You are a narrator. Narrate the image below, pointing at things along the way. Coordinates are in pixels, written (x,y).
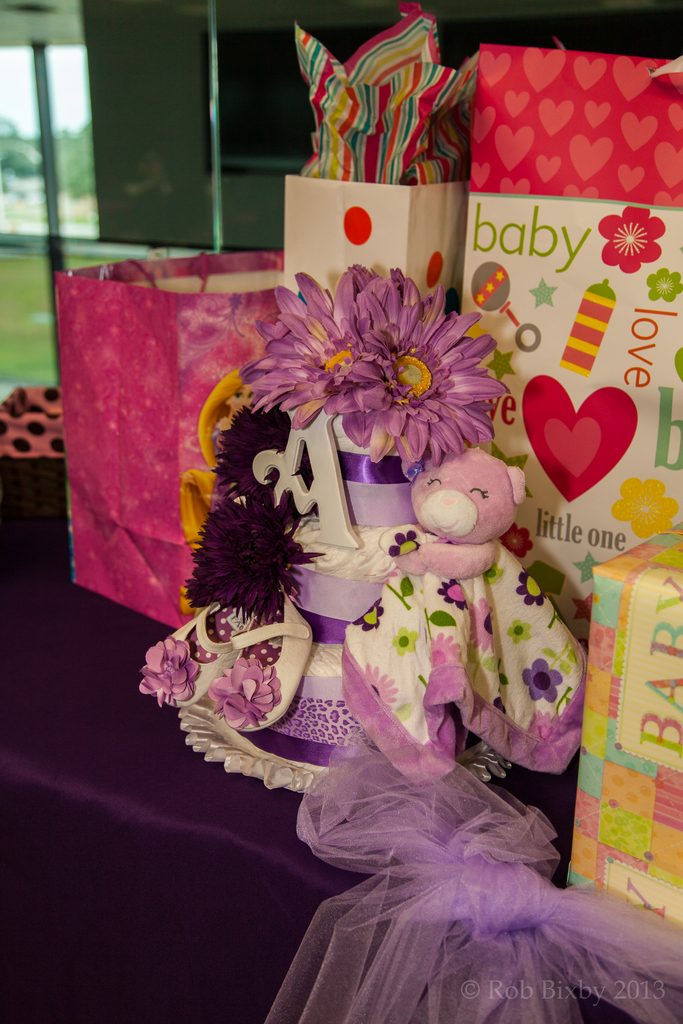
This is a zoomed in picture. In the center (385,551) we can see the boxes (669,736) and a soft toy (472,549) and flowers (350,395) and the text (666,396) on the bags (531,456). In the background (77,80) we can see the sky (69,76), green grass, trees (73,159) and a television (223,140) and some other objects (34,403).
